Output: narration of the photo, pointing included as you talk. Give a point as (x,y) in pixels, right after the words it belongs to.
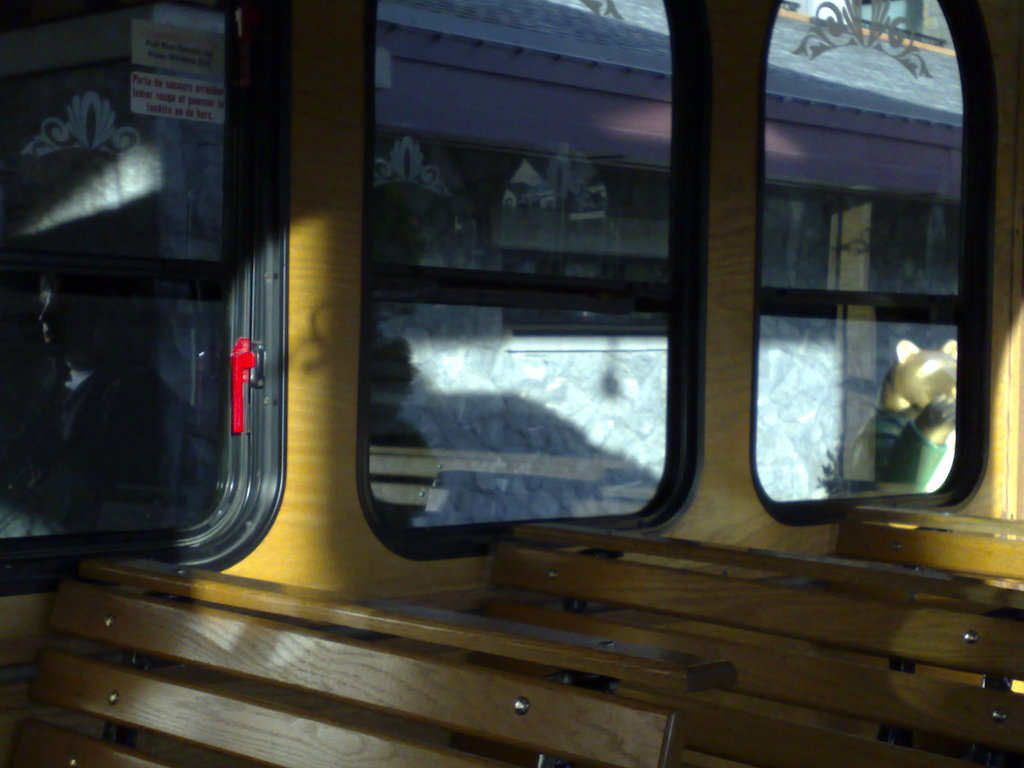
In this picture we can see an inside view of a bus (669,510), there are three benches (972,629) here, we can see glasses (768,383), from the glass (760,332) we can see a building (527,365).
